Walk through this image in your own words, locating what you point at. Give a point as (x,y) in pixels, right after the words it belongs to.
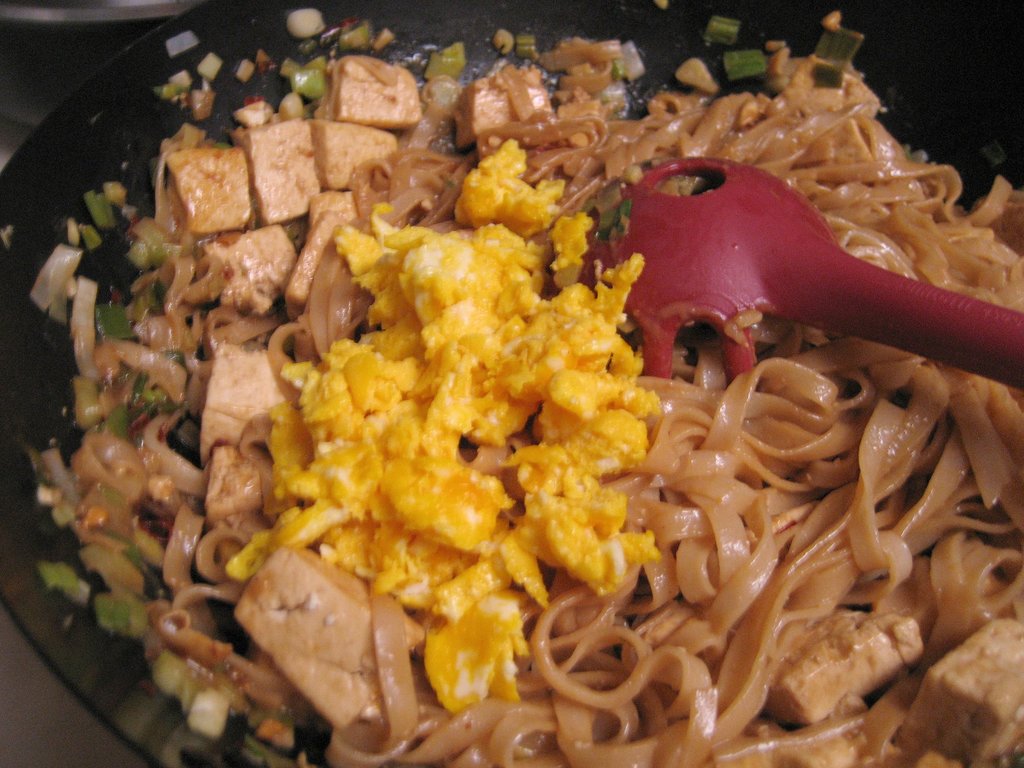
In this image, we can see a pan (24,386) contains some food (493,442). There is a spatula (804,227) on the right side of the image (884,310).
